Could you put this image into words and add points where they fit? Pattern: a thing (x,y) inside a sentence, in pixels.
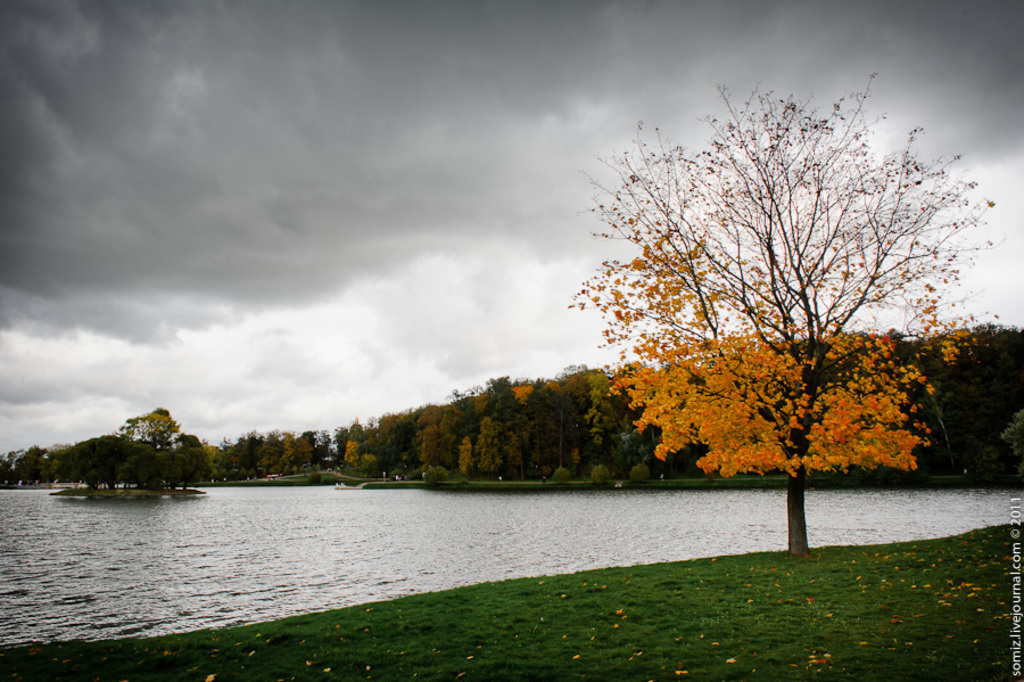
The picture is taken on the shore (396,621) of a water body (554,572). In the foreground (734,609) there are dry leaves (857,577), grass (857,593) and a tree (791,526). In the center of the picture (405,452) there are trees (129,463) and a water body (108,515). In the background (580,419) there are trees (479,399). At the top (770,96) it is sky (997,109), sky (389,154) is cloudy.
